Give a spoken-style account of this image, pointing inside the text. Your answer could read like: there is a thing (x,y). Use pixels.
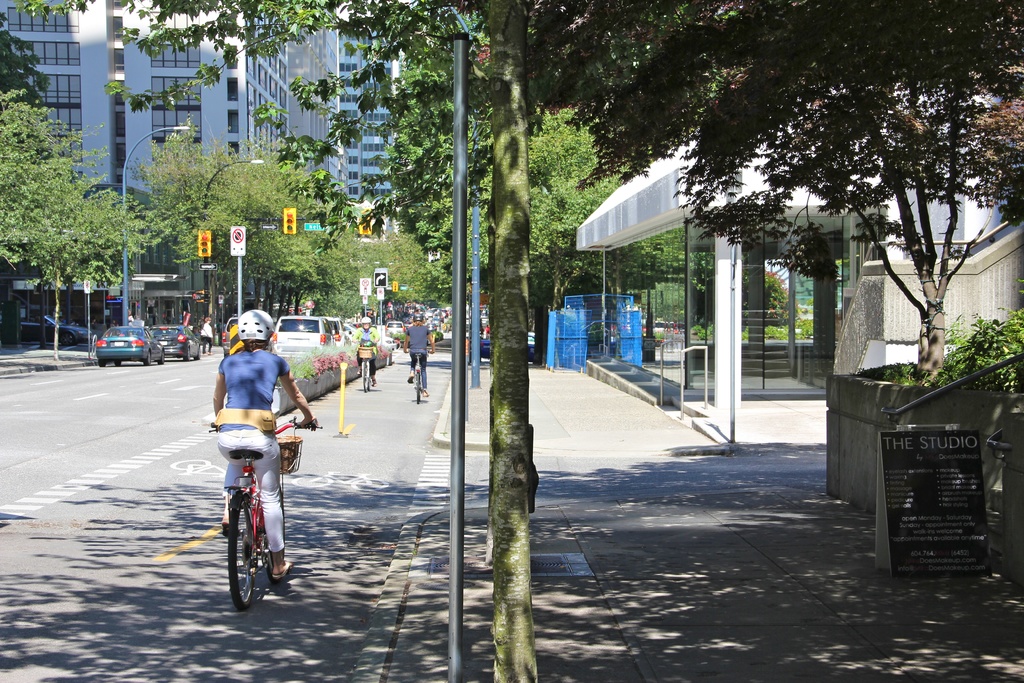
In this image I can see the road (141,428). There are few vehicles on the road (104,422). And I can see few people (308,420) are riding their bicycles (368,356) and wearing the different color dresses (268,377) and also the helmets (249,327). I can see the light poles (454,419), signals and boards (243,246) to the side of the road (385,403). There are trees (286,235) and also the building (246,71) in the back (162,57).
